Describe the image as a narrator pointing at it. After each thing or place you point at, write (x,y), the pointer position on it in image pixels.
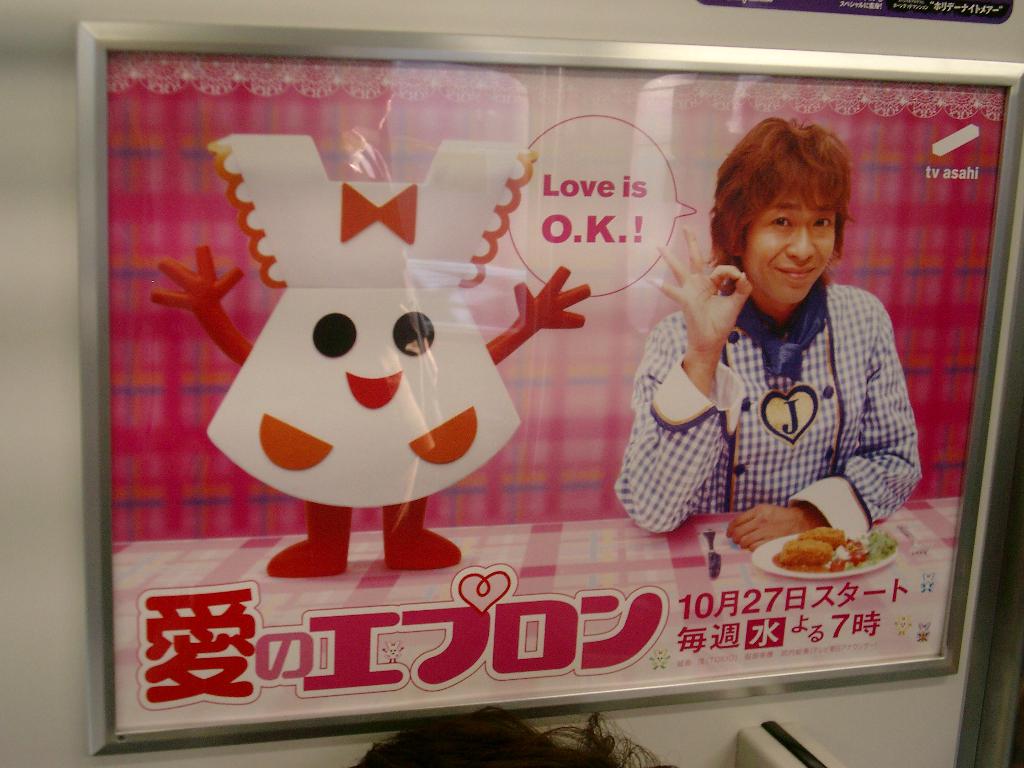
In this image we can see a photo frame (421,496) of a person (840,385) and a plate (848,570) containing food (824,555) and some text (815,594) on it.
